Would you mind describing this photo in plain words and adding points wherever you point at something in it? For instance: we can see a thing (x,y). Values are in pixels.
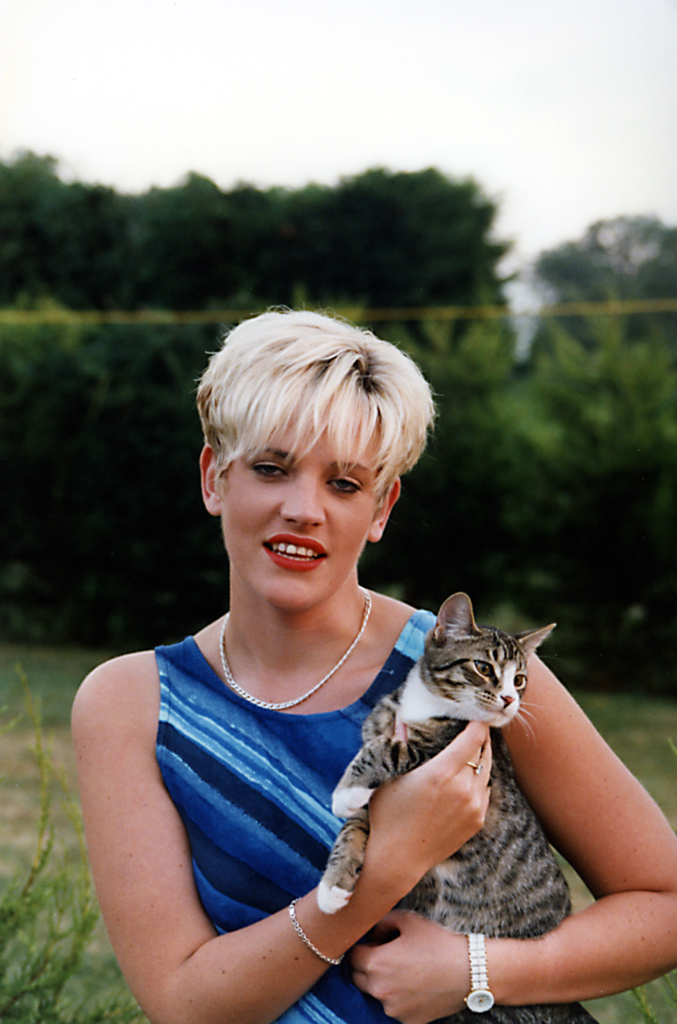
In this picture we see a woman (396,977) holding a cat (434,877) in her hands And few trees (70,444) on her back (355,317).
